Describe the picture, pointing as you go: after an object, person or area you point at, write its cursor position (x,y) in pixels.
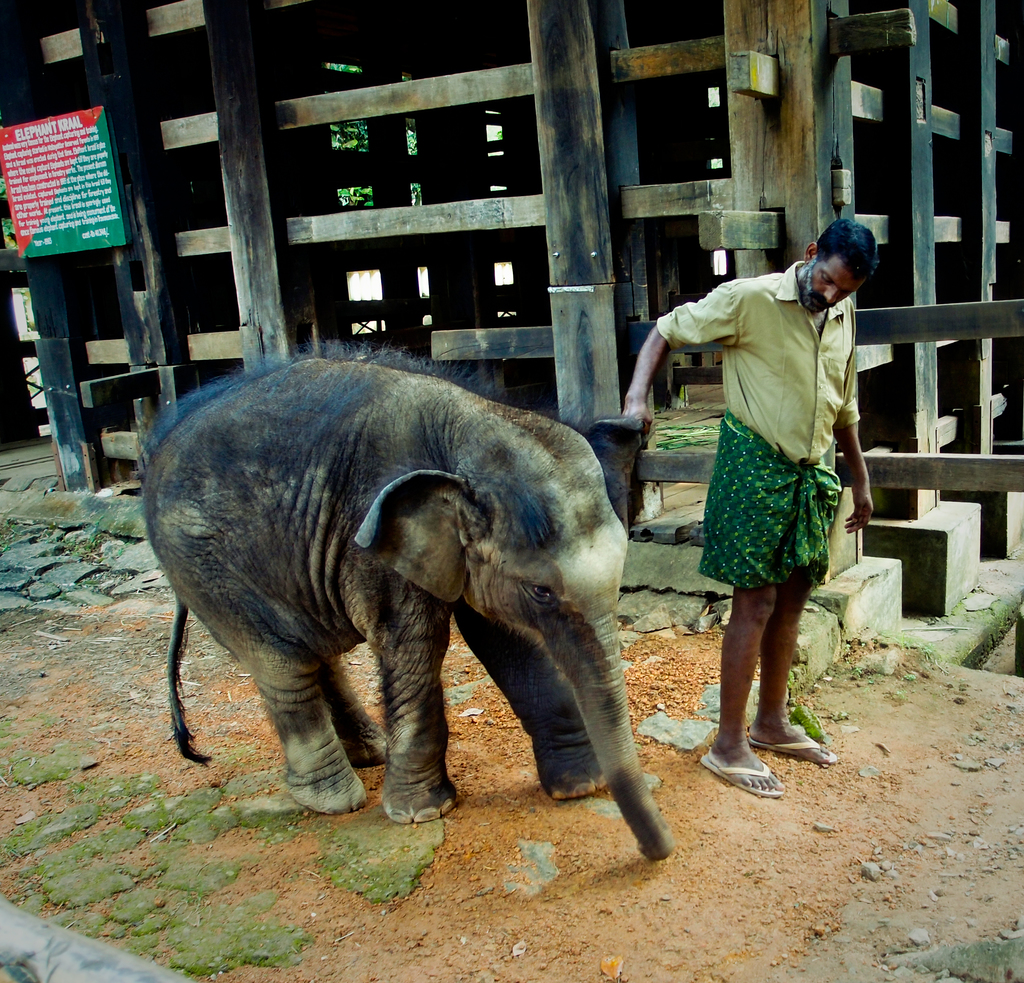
In this picture I can see a elephant (528,445) and a man (733,456) standing, there is a board (62,114), there is an elephant wooden cage (512,66), and there is a tree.
